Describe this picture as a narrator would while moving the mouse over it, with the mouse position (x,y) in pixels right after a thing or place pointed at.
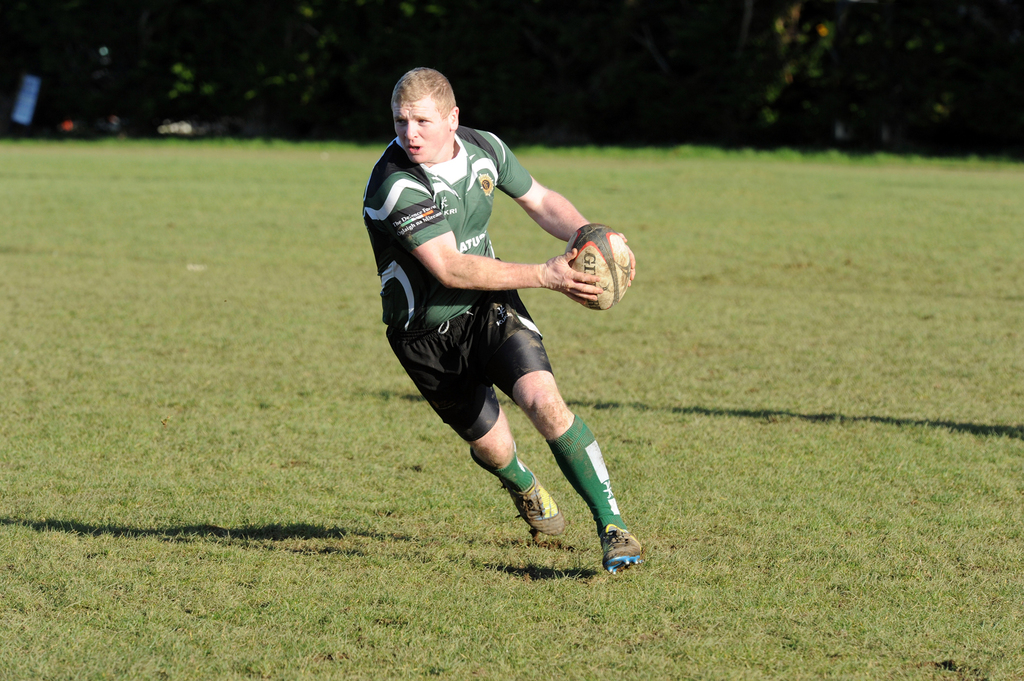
This person (456,302) running and holding ball (596,304). This is grass (170,311). We can see trees (634,78).
